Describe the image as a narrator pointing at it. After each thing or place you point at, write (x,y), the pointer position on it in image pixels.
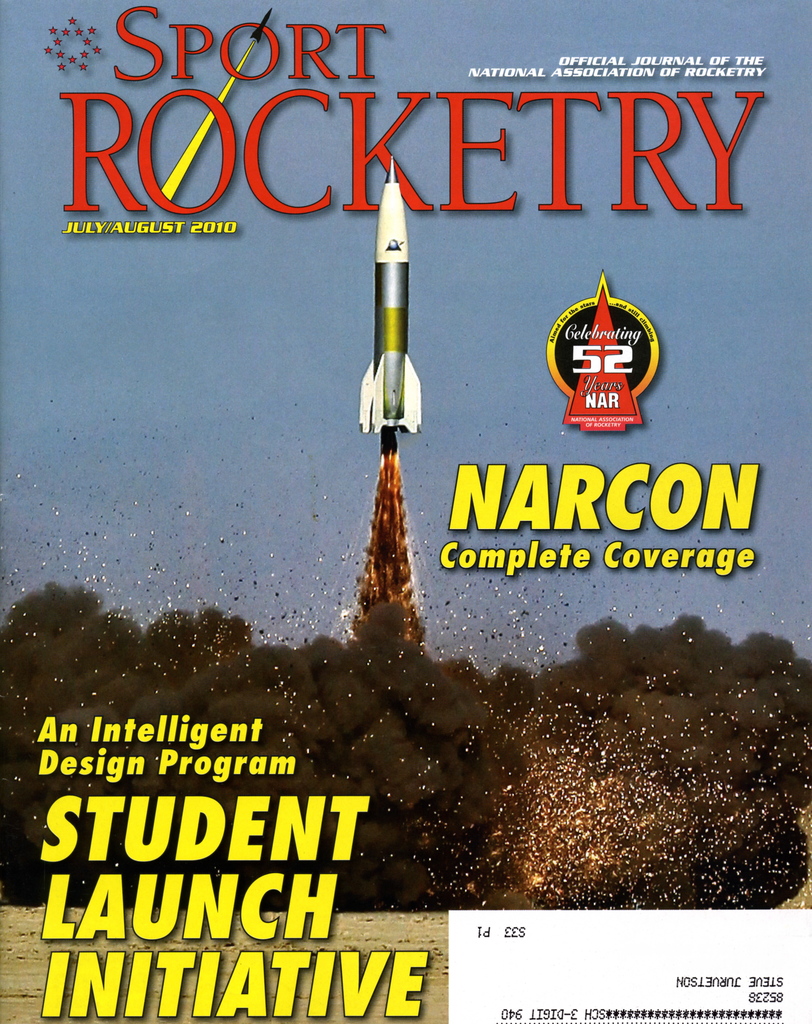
In this image I can see a depiction picture of a rocket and of smoke (325,719). I can also see something is written on the top (275,203), in the centre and on the bottom side of the image (113,996).
